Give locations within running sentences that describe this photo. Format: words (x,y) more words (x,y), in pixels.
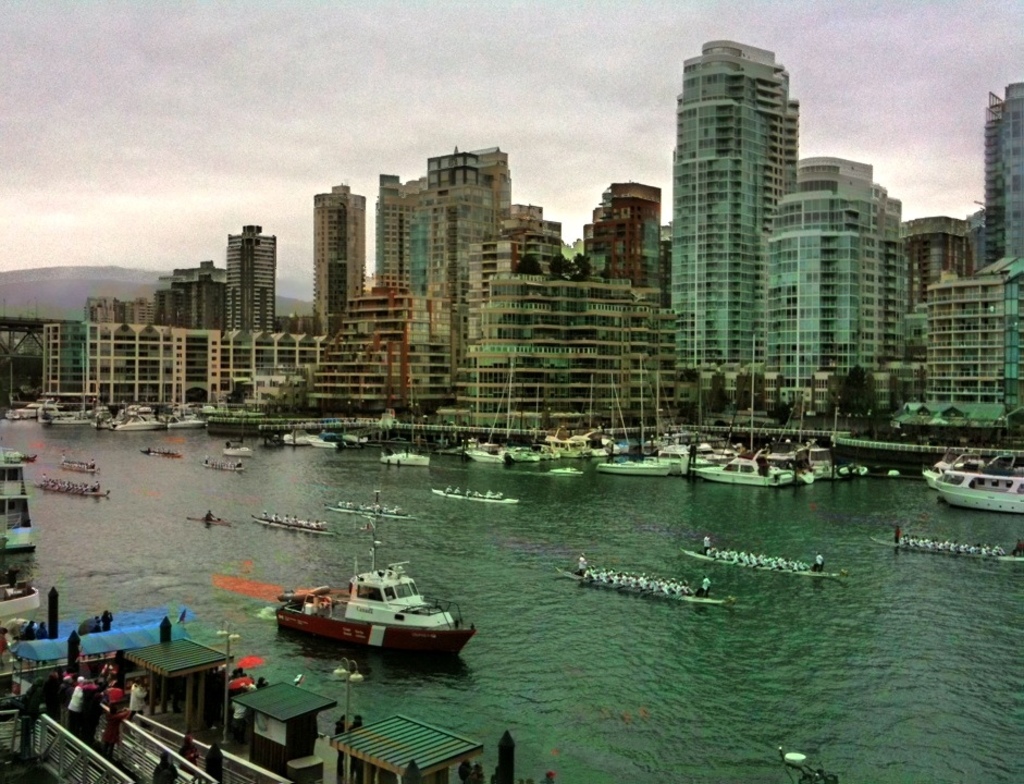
There are boats (290,610) and ships (352,610) present on the surface of water (403,558) as we can see in the middle of this image (673,516). We can see buildings (549,364) in the middle of this image (497,352) and the sky (236,173) is in the background (351,130).
